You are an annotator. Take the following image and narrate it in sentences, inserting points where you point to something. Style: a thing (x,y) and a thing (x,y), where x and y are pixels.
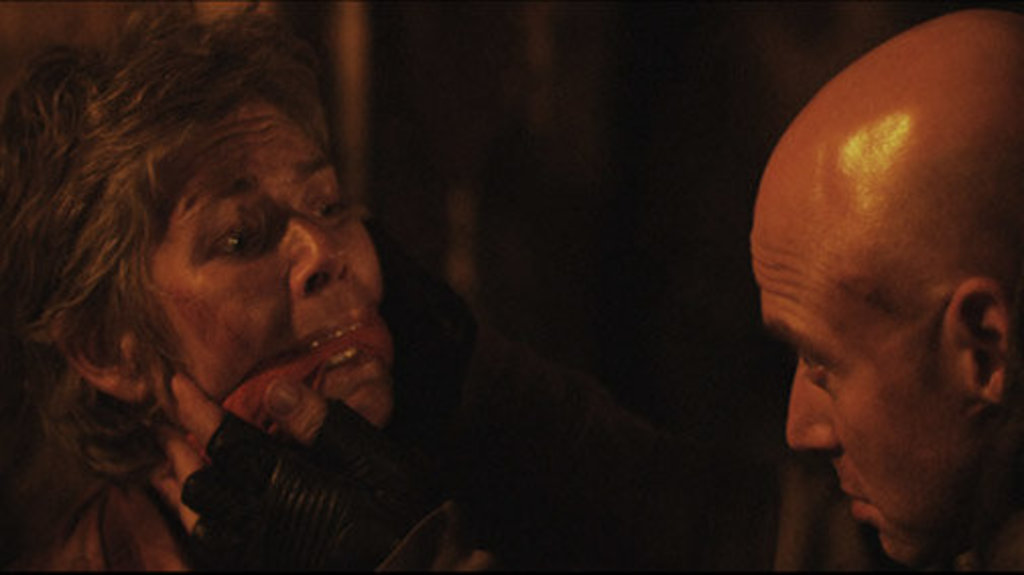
On the left side (90,235), there is a person (67,350) held by a hand (270,397) at the mouth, the hand (215,447) wearing a black color glove (216,481). On the right side (910,544), there is a person (1016,155) with bald head (898,144). And the background (558,30) is dark in color.
